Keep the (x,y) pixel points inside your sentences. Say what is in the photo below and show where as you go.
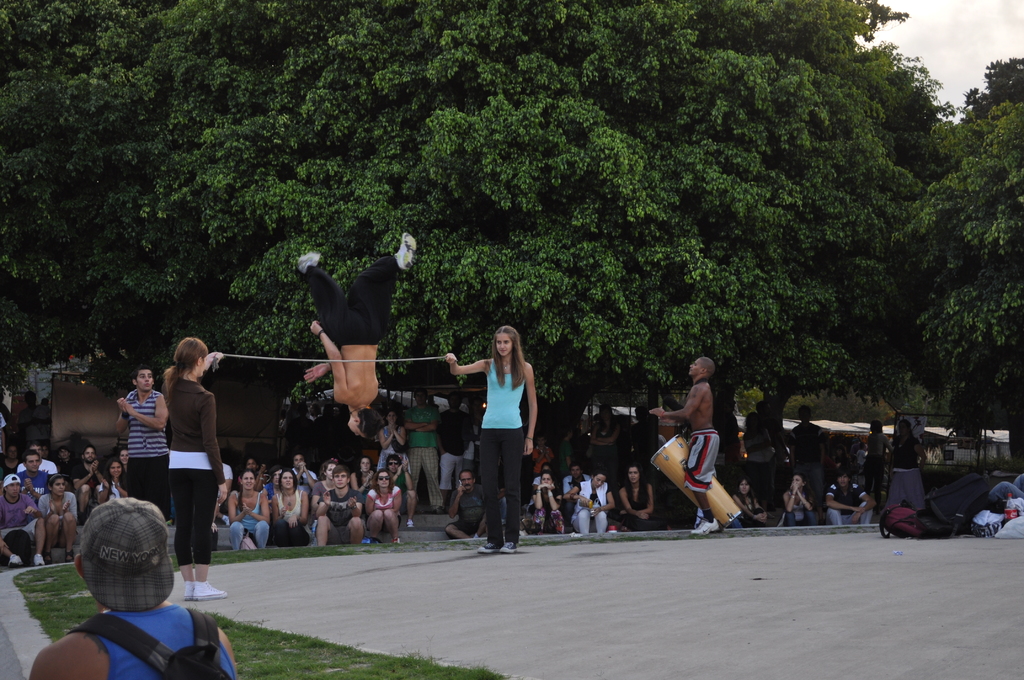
In this image, we can see two women (191,431) holding a rope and standing on the path (553,598). In the middle of the picture (368,349), a man (354,314) in the air and other person (692,455) playing a musical instrument (725,518). In the background (629,471), people (344,518) sitting and few people (760,488) standing. Here we can see few objects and trees (771,284). In the bottom left corner of the image (142,641), we can see a person (109,662) wearing a backpack (147,645) and cap (125,567). On the right side (968,45) corner, there is the sky (914,50).
